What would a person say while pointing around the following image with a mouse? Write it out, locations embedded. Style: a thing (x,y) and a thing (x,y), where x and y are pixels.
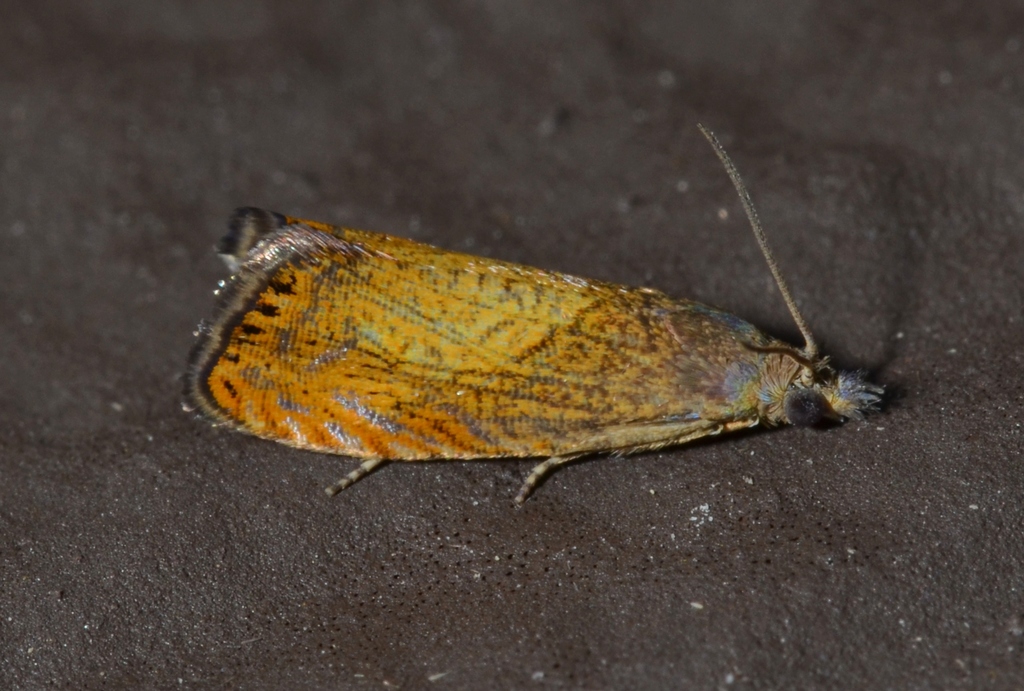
In the foreground (438,311) I can see a moth (423,430) on the surface (472,541). This image is taken may be during night.
